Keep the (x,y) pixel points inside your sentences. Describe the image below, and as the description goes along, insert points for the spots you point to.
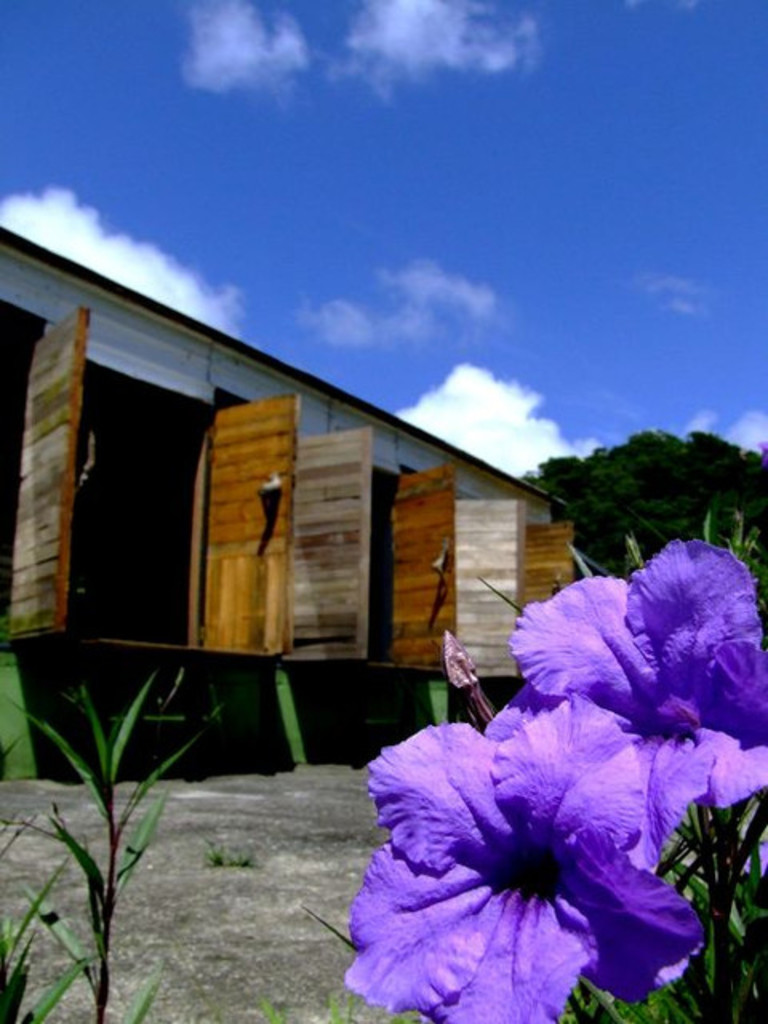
In the bottom right corner of the image (712,890) there is a plant (643,889) with leaves (714,958) and violet flowers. At the bottom of the image (106,946) there is a stem (99,958) with leaves (112,774). In the background (125,701) there is a building (93,754) with a roof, walls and doors (515,547). At the top of the image (444,332) there is sky (562,438). In the background (669,436) there is a tree (669,436).
